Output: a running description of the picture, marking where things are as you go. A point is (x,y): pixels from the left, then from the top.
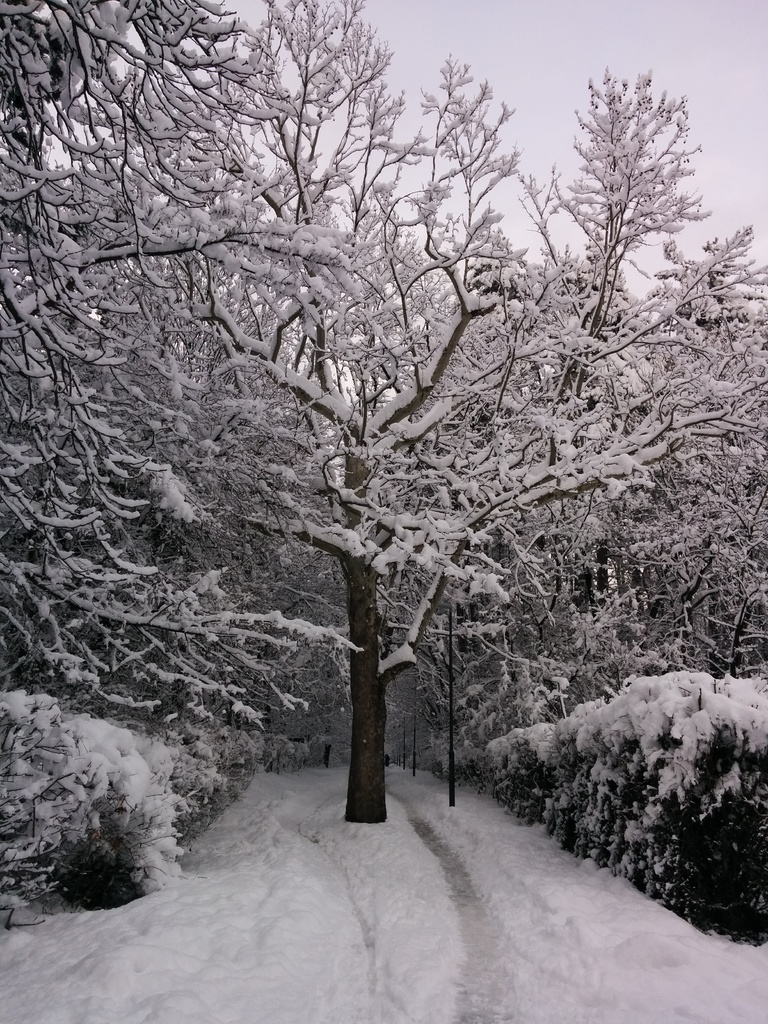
In this picture we can see few shrubs (543,796), trees (462,655) and snow (374,843).
